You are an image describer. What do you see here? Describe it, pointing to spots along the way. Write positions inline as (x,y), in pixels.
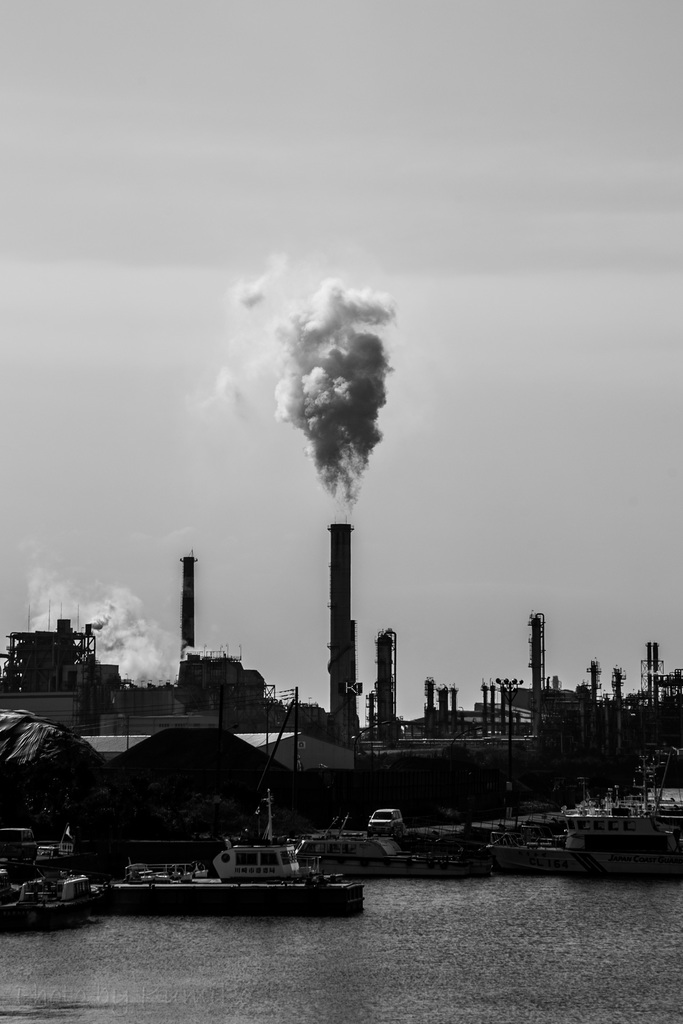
It looks like a black and white picture. We can see ships (277,869) on the water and a vehicle (377,820) on the path (368,832). Behind the ships (357,832) there is a factory (392,702), smoke (322,331) and the sky (537,308). On the image there is a watermark (138,993).
